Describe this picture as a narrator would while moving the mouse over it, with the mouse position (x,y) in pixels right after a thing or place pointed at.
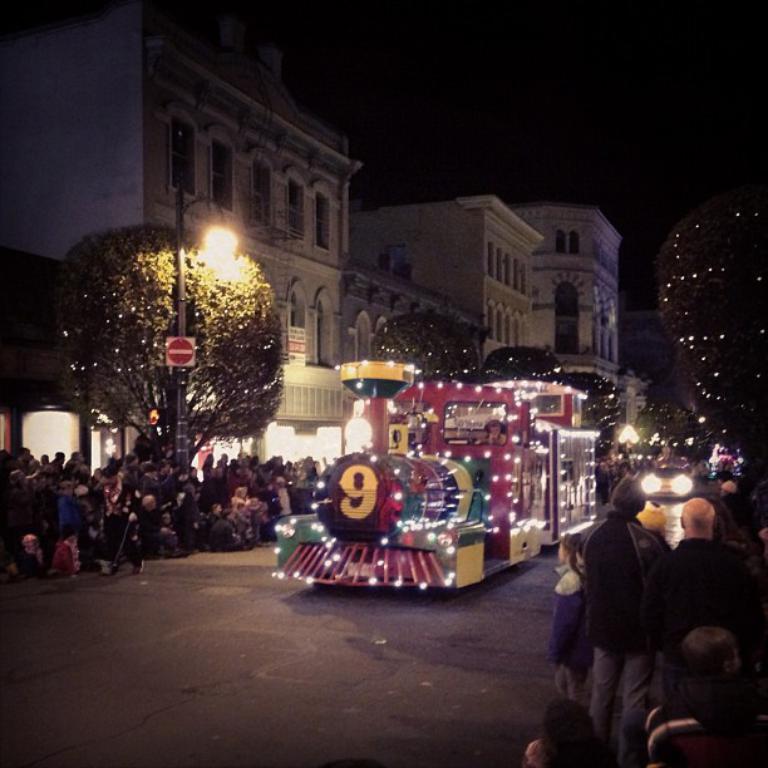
In this picture we can observe a vehicle (403,461) which is in the form of train (456,490) moving on the road (288,638). This vehicle (371,454) is decorated with some lights (409,527). There is a street light pole (179,197) on the left side (178,208). There are some people (134,496) on either sides of this road (334,693). We can observe trees (405,352) and buildings (365,245). The background (609,115) is completely dark.
